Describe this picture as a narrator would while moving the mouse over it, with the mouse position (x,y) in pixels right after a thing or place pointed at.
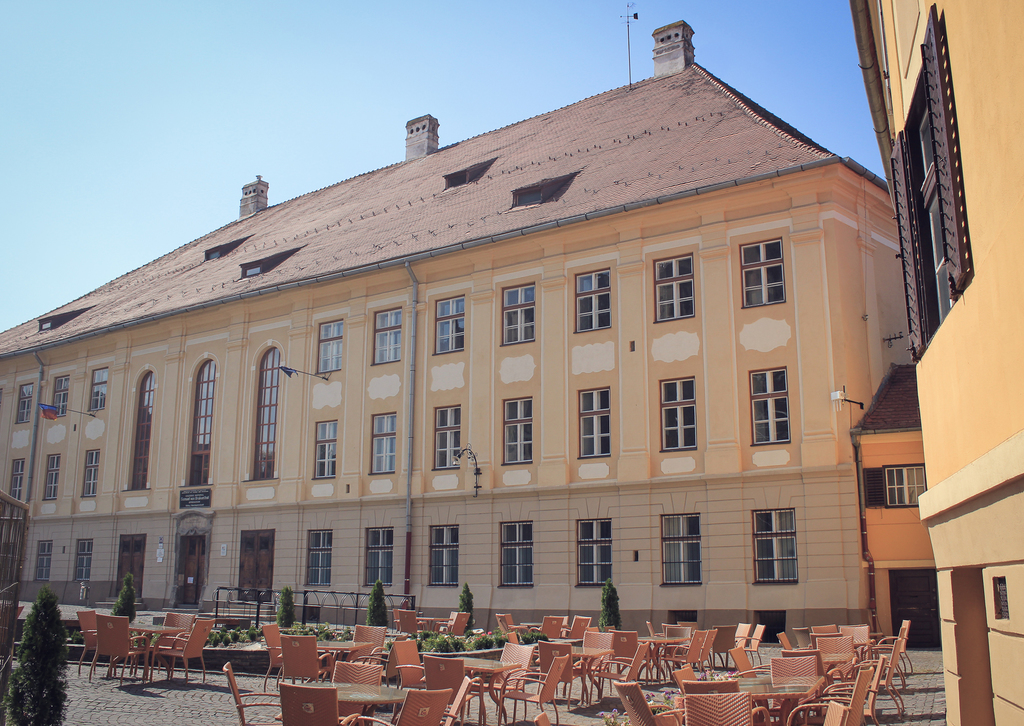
At the top of the image (118,153) we can see sky (306,125), buildings (584,299), windows (385,545), doors (243,550) and an iron grill (273,603). At the bottom of the image (44,669) we can see plants (56,666), floor (193,673), chairs (319,688) and tables (372,698).
